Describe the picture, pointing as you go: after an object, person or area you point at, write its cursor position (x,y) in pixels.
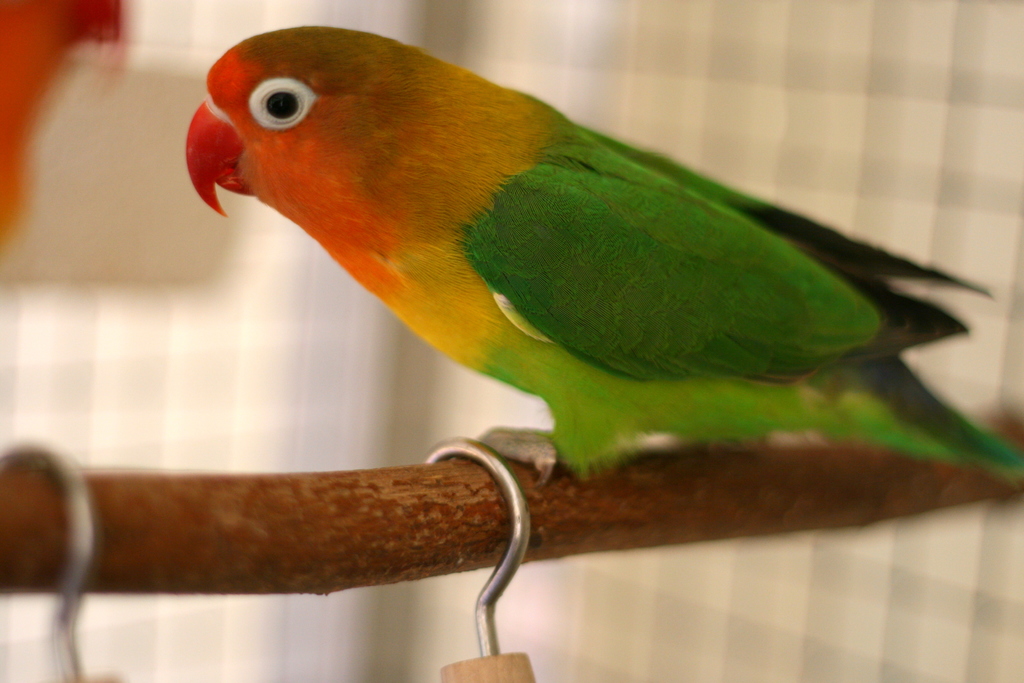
In this image we can see the parrot (543,443) on the small wooden log (554,533). Here we can see the hooks (507,478).
